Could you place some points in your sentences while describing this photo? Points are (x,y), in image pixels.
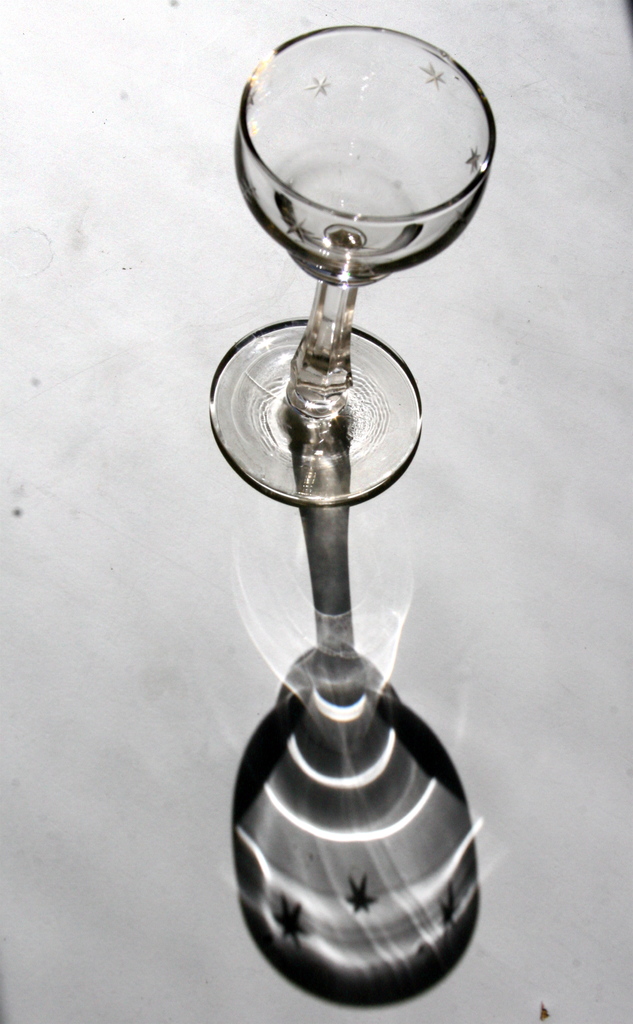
In the center of the image (342,430) a glass (233,411) is there.
